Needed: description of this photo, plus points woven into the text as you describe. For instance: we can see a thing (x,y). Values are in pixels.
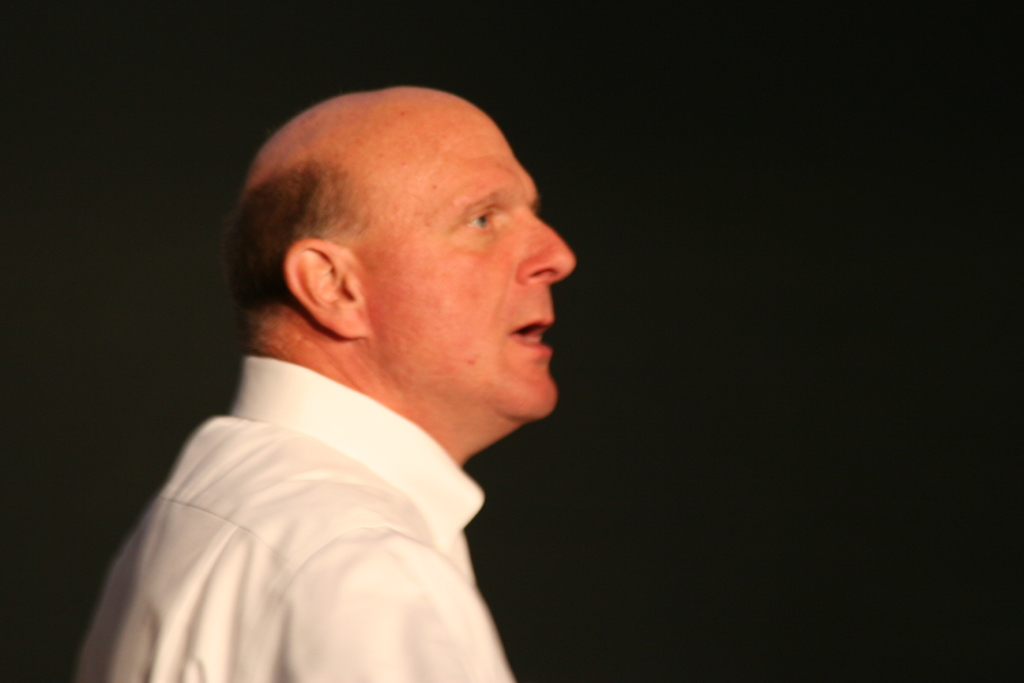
In this image we can see a person (291,490). In the background (218,152) it is dark.
